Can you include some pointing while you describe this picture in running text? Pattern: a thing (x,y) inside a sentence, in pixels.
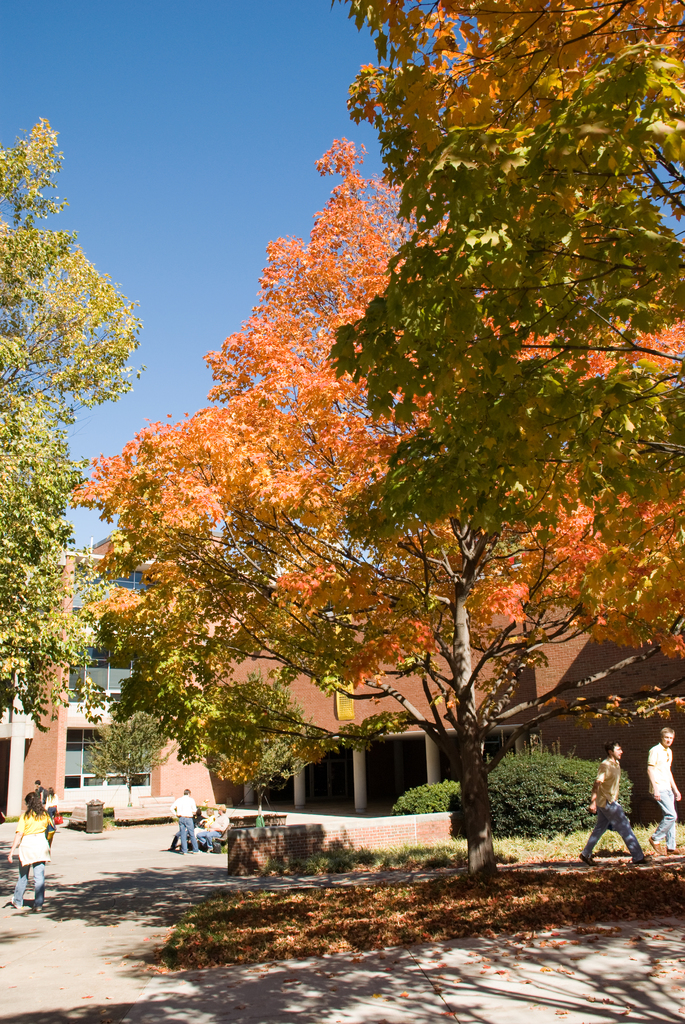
In this picture we can see few buildings (426,751), trees (257,607) and group of people (210,846), and we can find few are seated on the bench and few are walking, and we can see a dustbin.
